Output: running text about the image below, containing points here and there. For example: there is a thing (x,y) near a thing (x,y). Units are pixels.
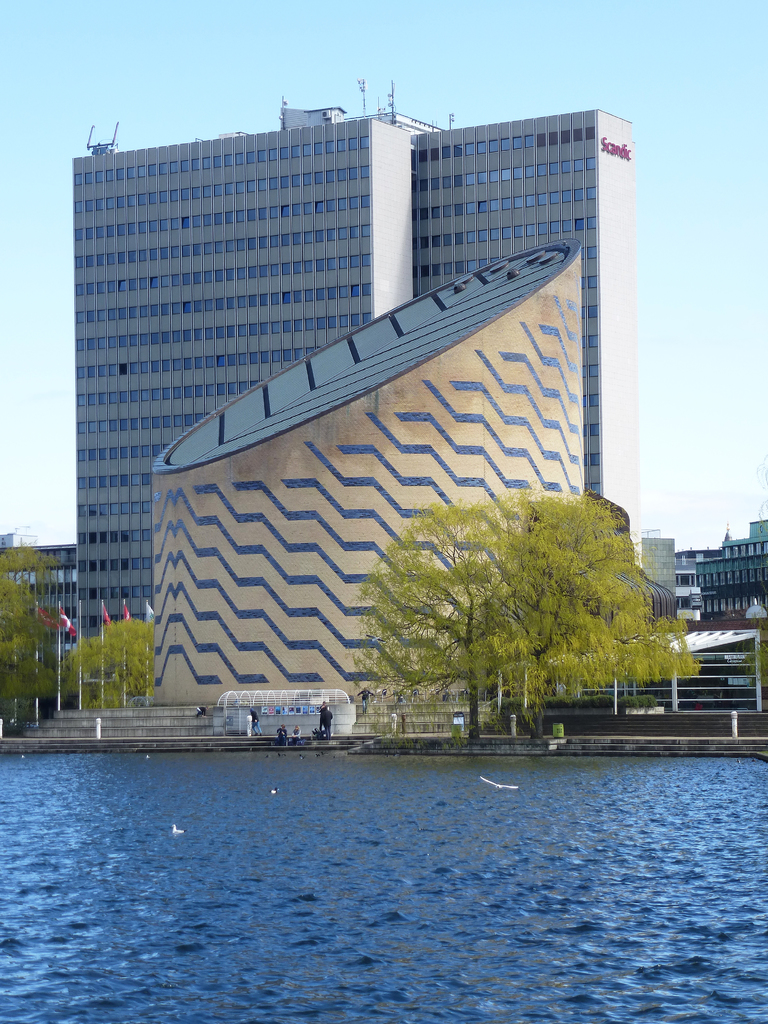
In this image, we can see a lake (499,868). There are trees (528,635) and flags (152,608) in front of the building (318,445). In the background of the image (221,62), there is a sky (352,71).
